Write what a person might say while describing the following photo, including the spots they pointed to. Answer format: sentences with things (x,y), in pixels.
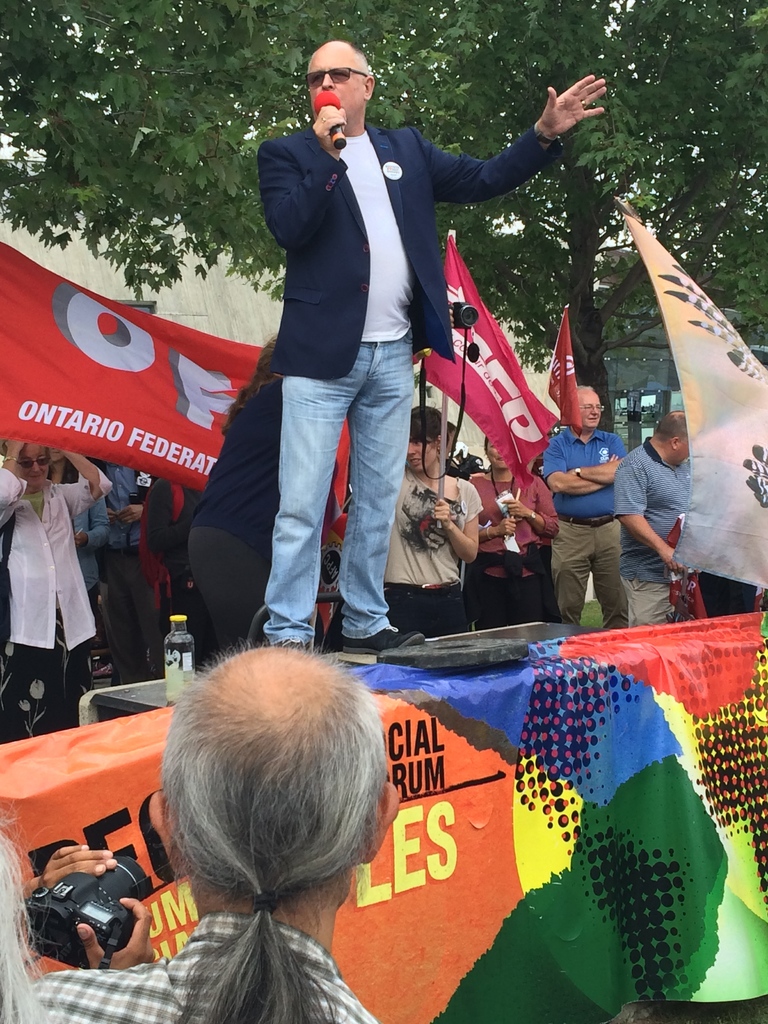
In this image there is a person (286,629) standing on a platform (477,664) is speaking in a mic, behind the person (299,507) there are a few people (70,513) standing and holding banners (236,366) and flags (685,382), behind them there are trees (133,269) and buildings (673,382), in front of the person (340,432) there are a few people (211,814) standing and holding cameras (96,898), on the platform (469,762) there is a banner (720,704).
